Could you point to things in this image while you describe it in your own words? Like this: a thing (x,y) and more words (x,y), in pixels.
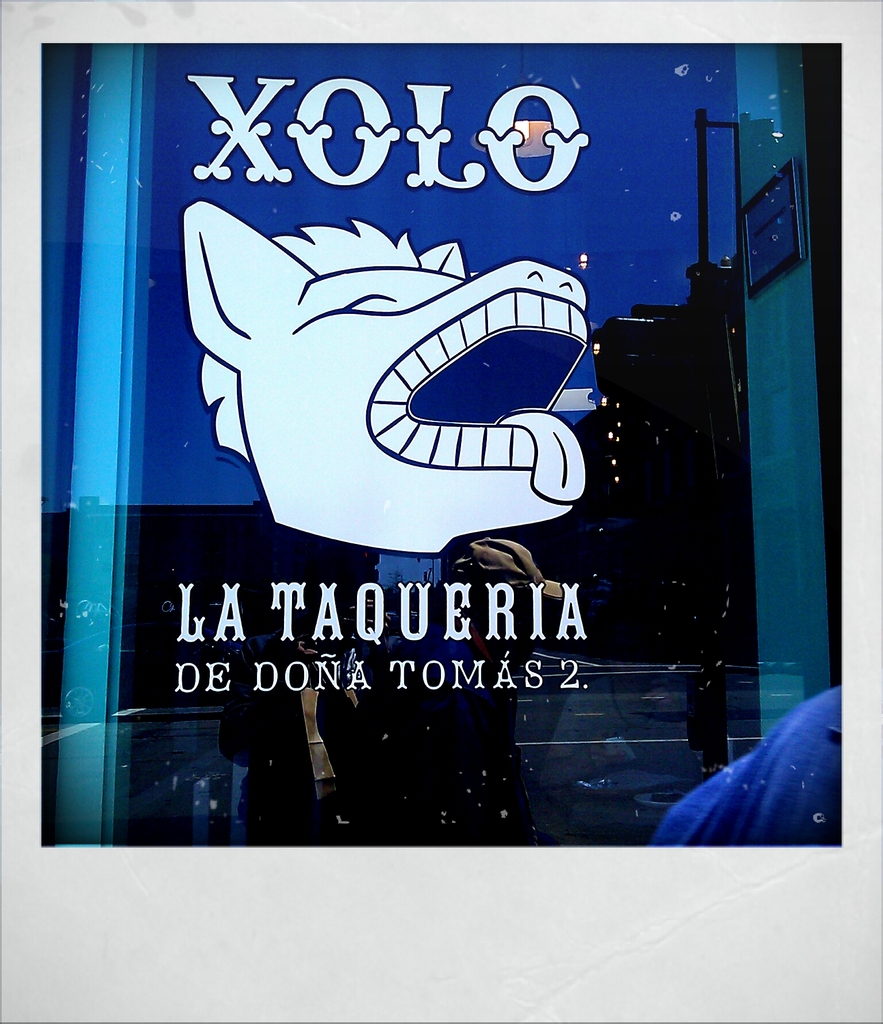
This is an edited image with the borders (41,64). In the center (567,355) we can see a glass material (134,780) and we can see the picture (342,302) of an animal (413,456) and the text (411,635) on the glass material (556,291). On the right corner (768,278) we can see an object (790,171) hanging on the wall (783,536) and we can see some other objects (803,742).
